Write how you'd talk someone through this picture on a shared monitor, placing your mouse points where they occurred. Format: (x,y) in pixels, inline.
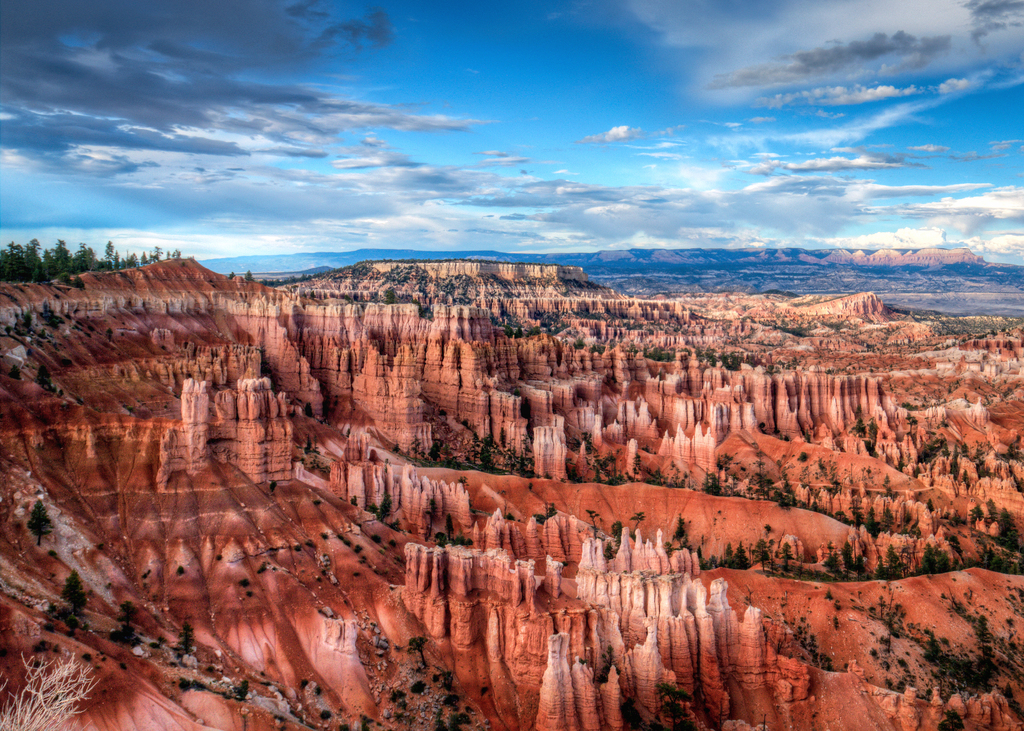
In this image in the center (390,485) there are rocks (390,433) and on the left side (73,256) there are trees (66,254) and the sky (595,128) is cloudy.
